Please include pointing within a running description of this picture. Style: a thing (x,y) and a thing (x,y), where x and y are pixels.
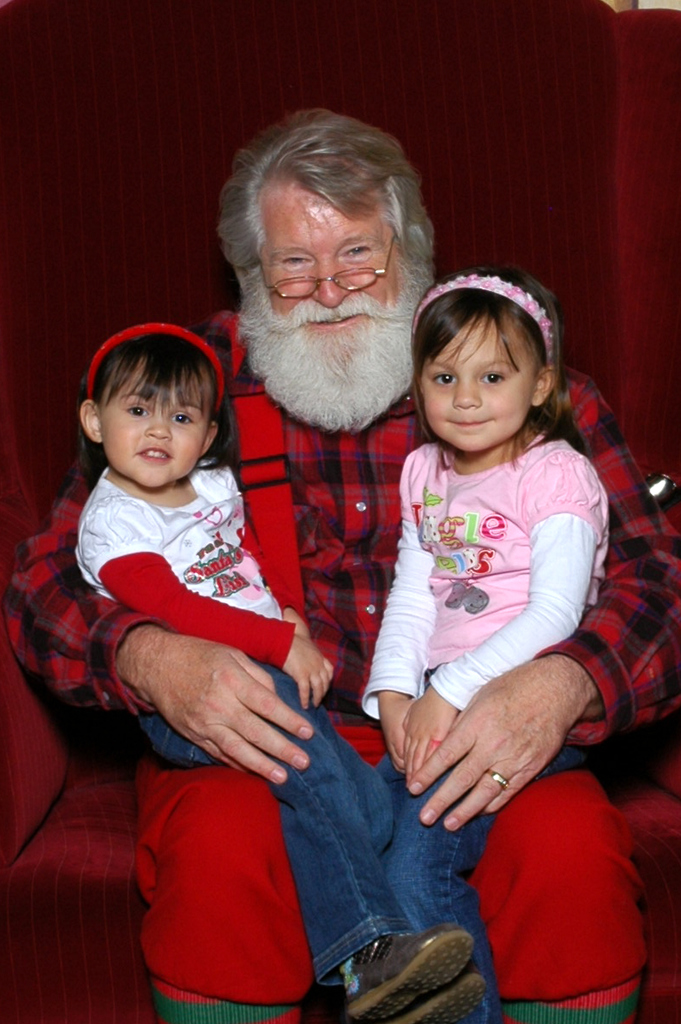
In this image, we can see an old man (338,619) is sitting on the red chair (647,899). Here we can see two kids (512,514) are sitting on his lap (239,826). They are smiling.
